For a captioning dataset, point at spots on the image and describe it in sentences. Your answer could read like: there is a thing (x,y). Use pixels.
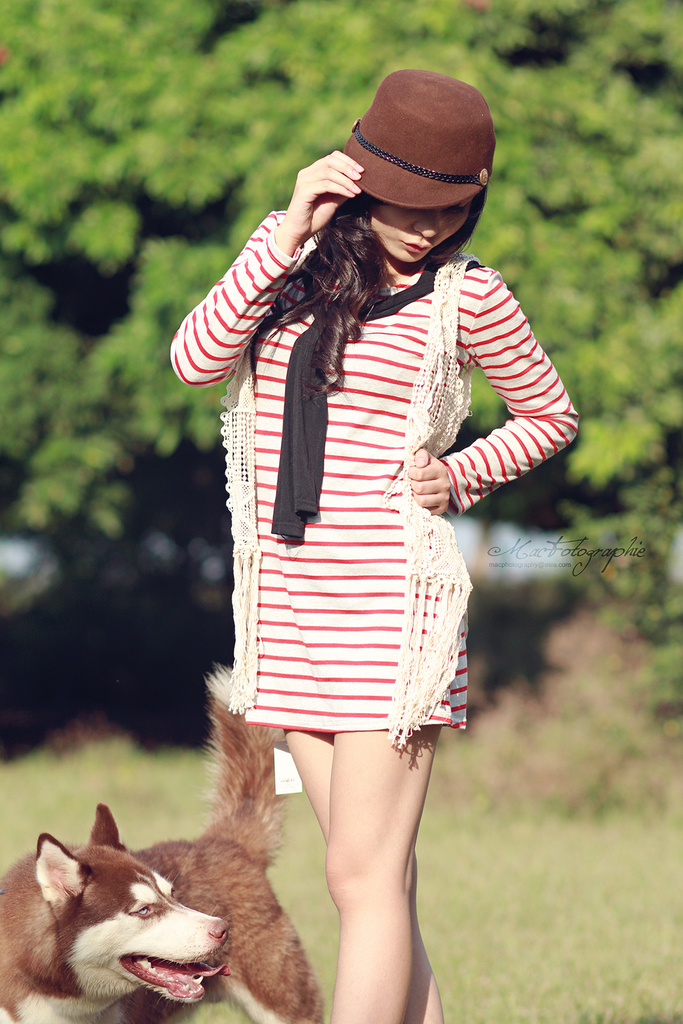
In this image in the center (400,452) there is one woman (365,436) who is standing, and she is wearing a cap (456,140) beside her there is one dog (148,896). At the bottom (418,839) there is grass (462,898) and in the background (568,255) there are trees (544,485), and in the center of the image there is text (556,566).
